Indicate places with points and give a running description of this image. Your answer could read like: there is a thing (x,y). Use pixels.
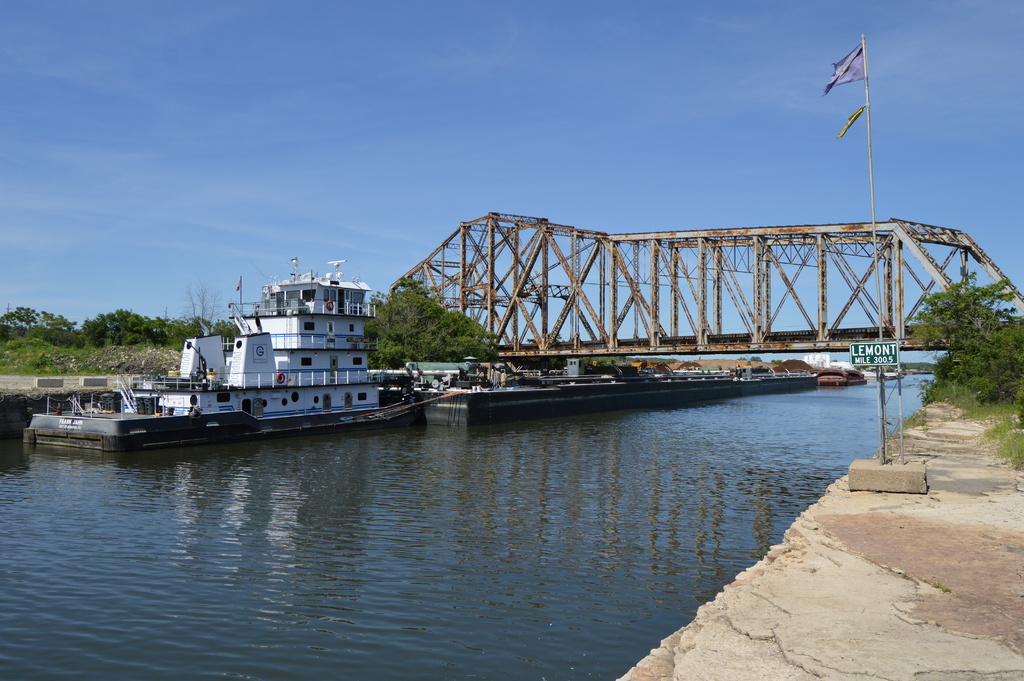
In this image I can see boats (322,371) in the water (589,432), flag poles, fence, trees (996,387), bridge (841,317), buildings (825,359) and the sky (568,182). This image is taken may be near the lake (630,518).
